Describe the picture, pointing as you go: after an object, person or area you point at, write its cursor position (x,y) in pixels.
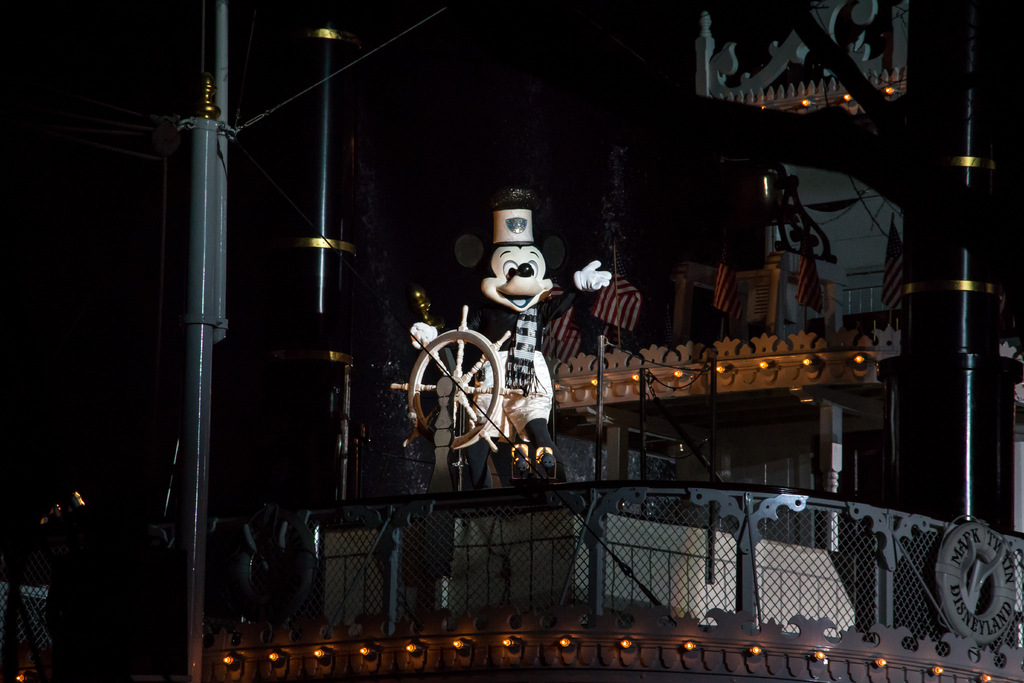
In this image I can see a person (547,383) wearing Mickey mouse costume (527,322) which is black and cream in color is holding a wheel (469,330) in his hand (417,345). I can see few metal rods (298,334), the black colored railing (758,572), few lights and the dark background (54,433).
